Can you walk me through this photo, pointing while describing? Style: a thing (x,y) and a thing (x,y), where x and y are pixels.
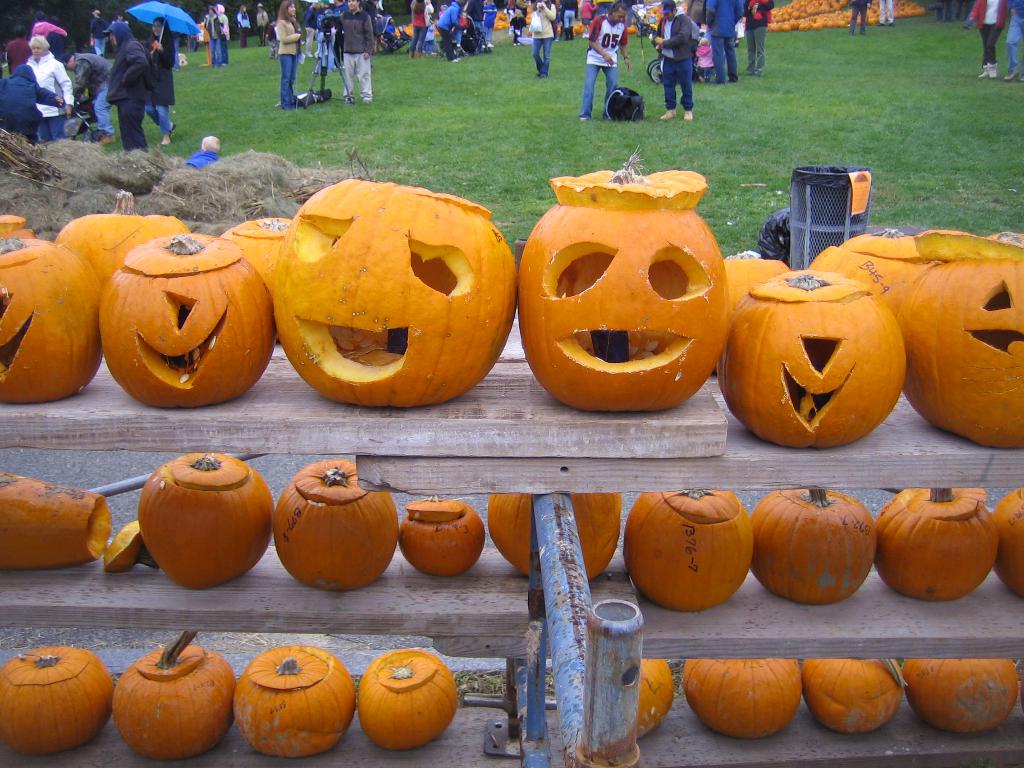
In this picture I can see Halloween pumpkins (494,340) on the wooden shelf (271,614). In the background (539,53) I can see people (544,40) and some other objects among them some people (160,50) are holding umbrellas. I can also see some objects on the grass (488,119).
